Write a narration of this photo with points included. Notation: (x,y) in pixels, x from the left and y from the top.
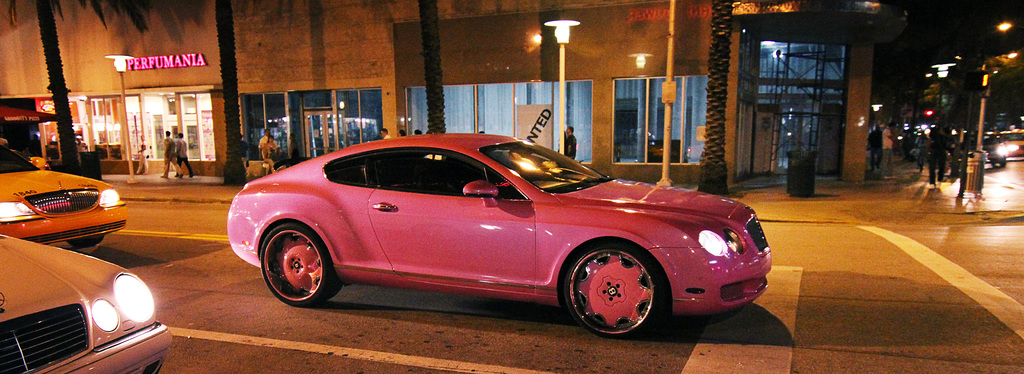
In this image we can see some cars (511,265) on the road (285,317). We can also see some people (174,163) walking on the footpath (845,187). On the backside (226,39) we can see the bark (220,9) of the trees (224,26), windows (244,100), buildings (344,100), street pole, traffic signal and a dustbin (802,185).
